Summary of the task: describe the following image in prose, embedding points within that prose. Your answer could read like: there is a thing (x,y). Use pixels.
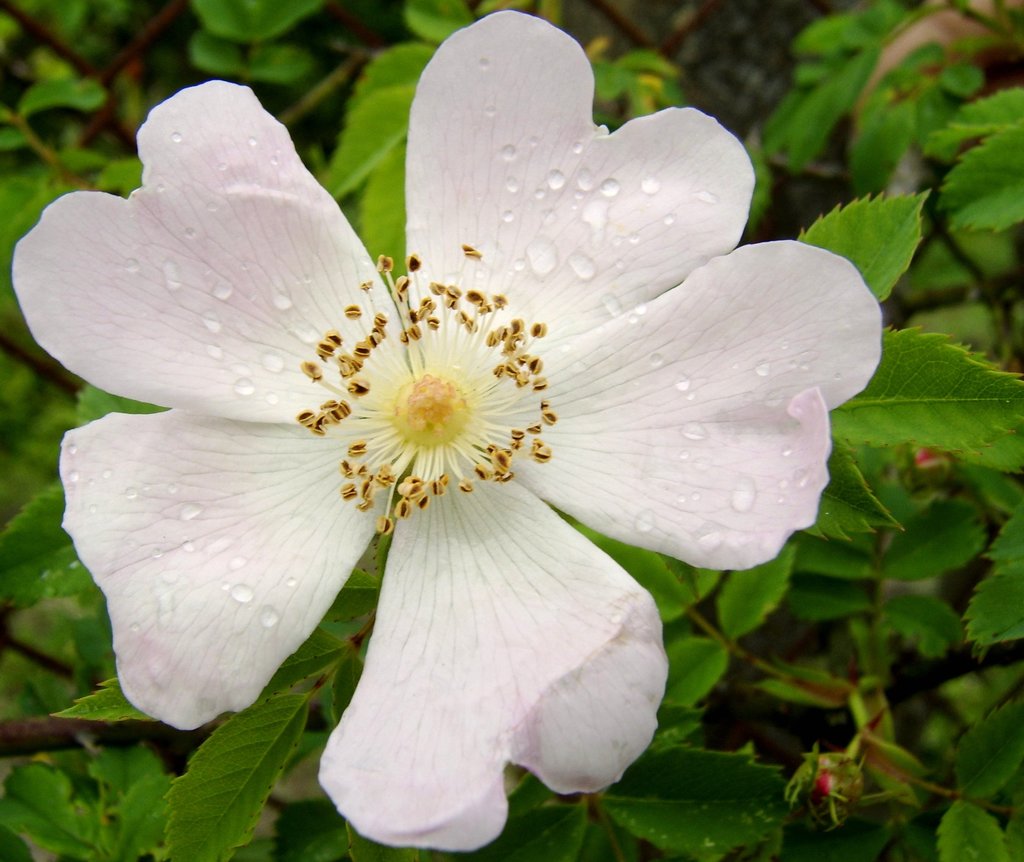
In the image we can see a flower (467,573), white in color. These are the leaves (741,617) and on the flower (576,243) there are water droplets (609,193).
